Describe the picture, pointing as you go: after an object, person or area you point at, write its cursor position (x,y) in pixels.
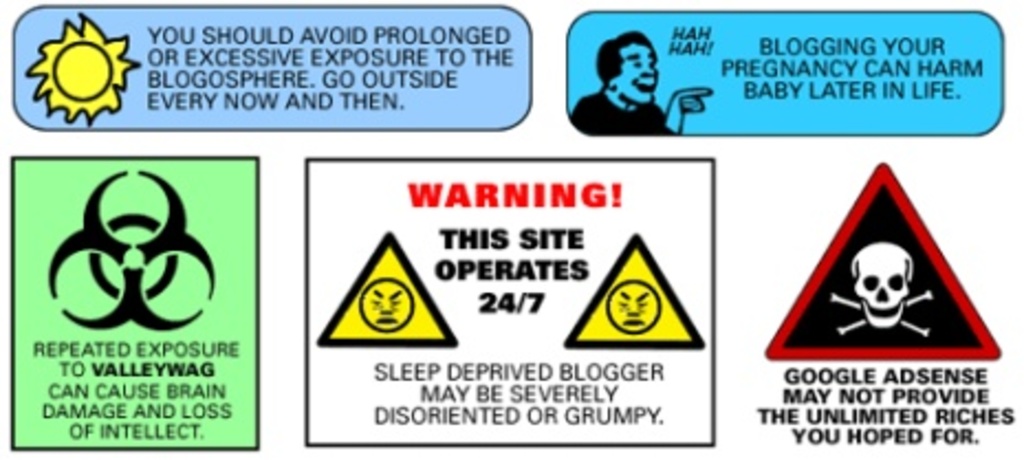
In this image we can see a poster (944,338) with some sign symbols (956,343) and warnings (790,58) and we can see some text (446,60) on the poster (893,293).
